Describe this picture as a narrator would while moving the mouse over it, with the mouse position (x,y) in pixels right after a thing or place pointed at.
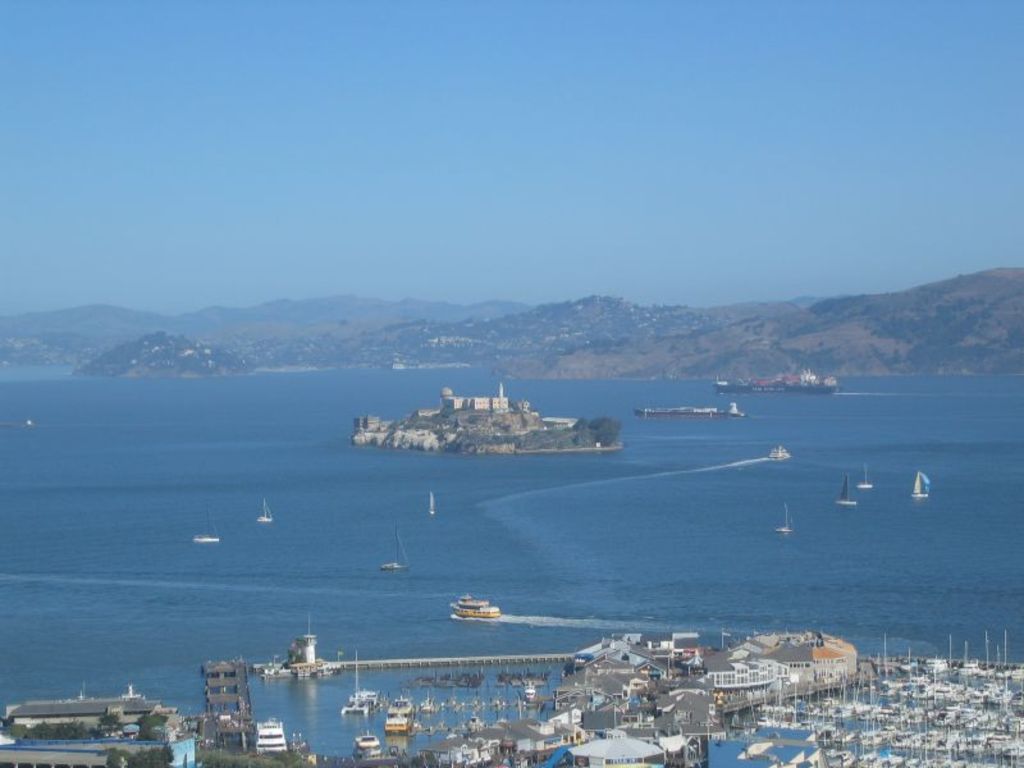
In this image we can see the ship's (889,717), bridge railing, we can see the water (918,383), houses (37,763), trees (550,440), hills (488,322), we can see the sky (733,27).
